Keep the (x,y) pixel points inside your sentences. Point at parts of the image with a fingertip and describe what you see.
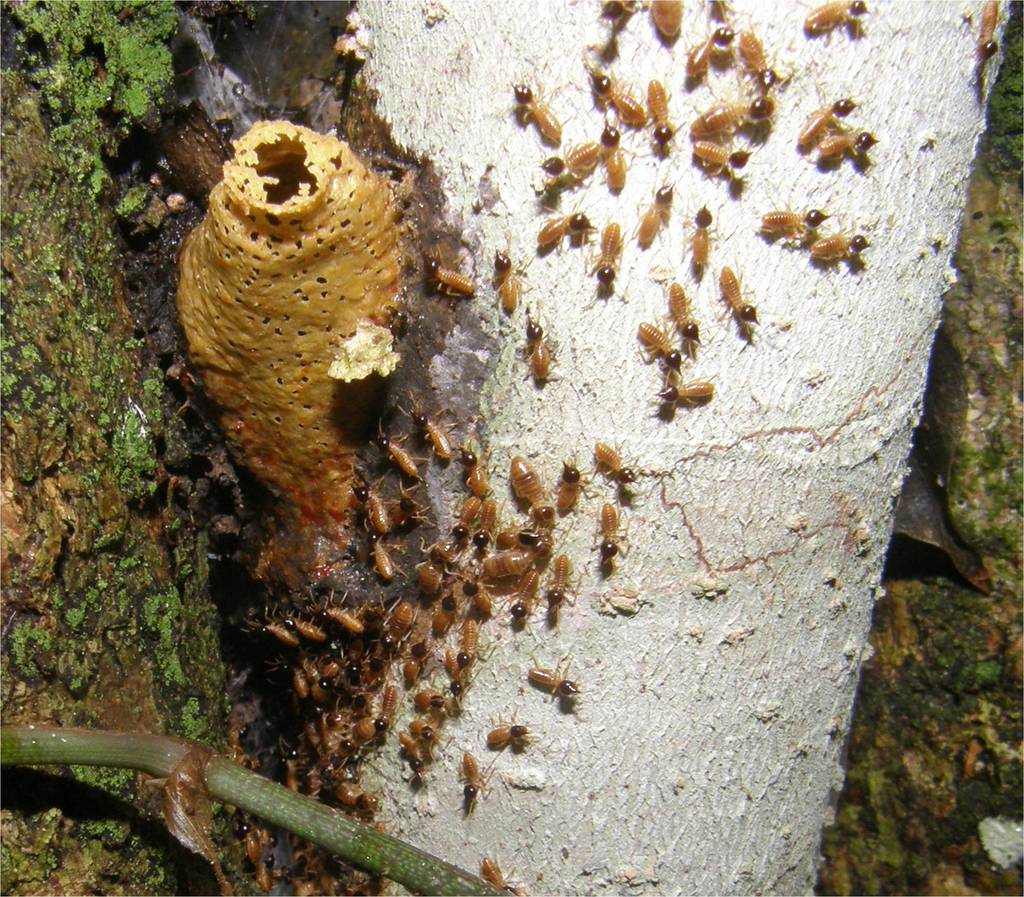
In this picture I can observe orange-brown color insects (522,582). In the background (488,395) it is looking like a tree trunk (362,68).
